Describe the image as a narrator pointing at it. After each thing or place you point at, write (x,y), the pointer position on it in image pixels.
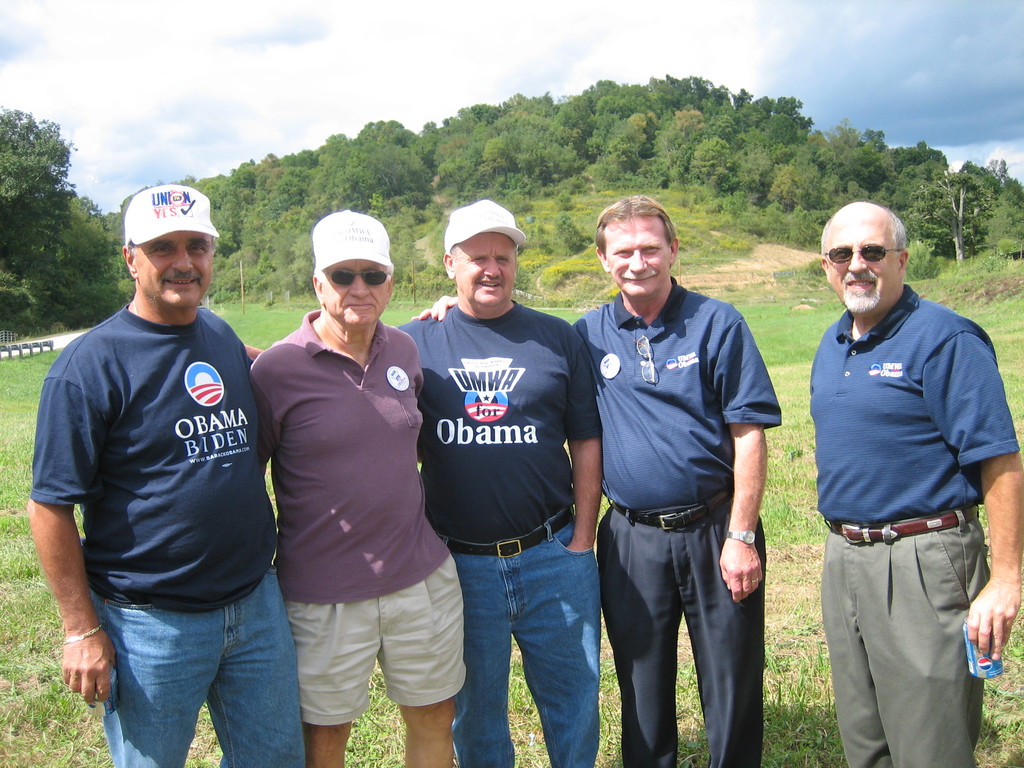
This picture shows few men (395,555) standing and few of them wore caps (345,246) on their heads (478,275) and a couple of them wore sunglasses (844,253) on their faces (887,269) and couple of them holding cans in their hands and we see trees (555,170) and a blue cloudy sky (283,77) and grass (41,372) on the ground (30,372).
